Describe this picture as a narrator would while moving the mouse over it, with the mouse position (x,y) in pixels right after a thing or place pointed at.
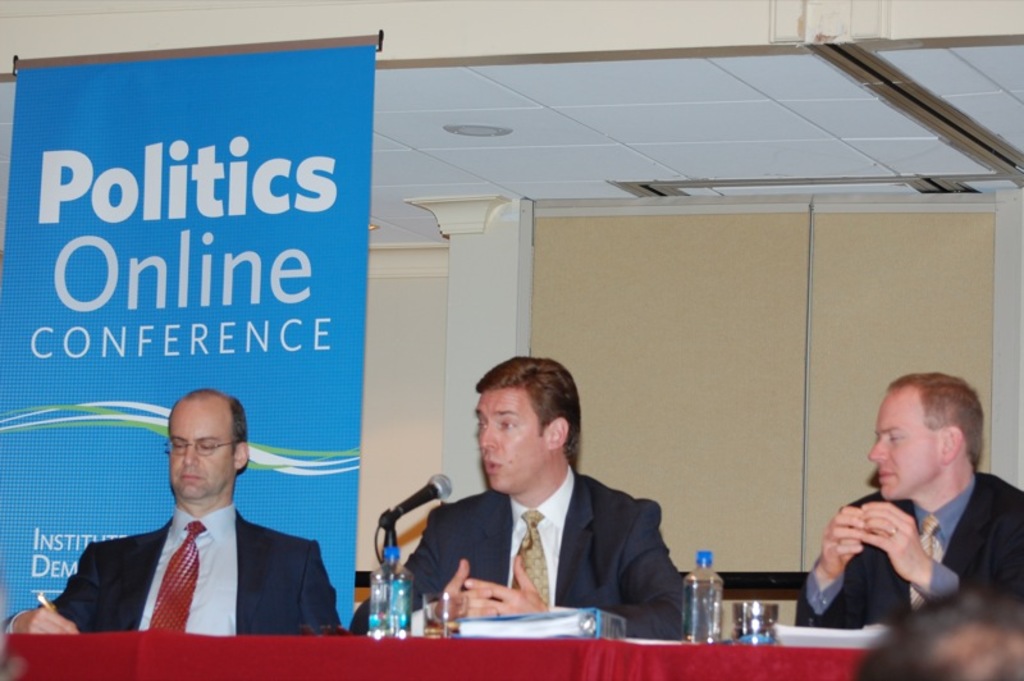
The person (528,529) in the middle (534,450) is sitting and speaking in front of a mic (413,497) and there are two persons (237,470) sitting on the either side of him and there is a blue banner (245,185) in the background (277,206) which has some thing (263,186) written on it.
